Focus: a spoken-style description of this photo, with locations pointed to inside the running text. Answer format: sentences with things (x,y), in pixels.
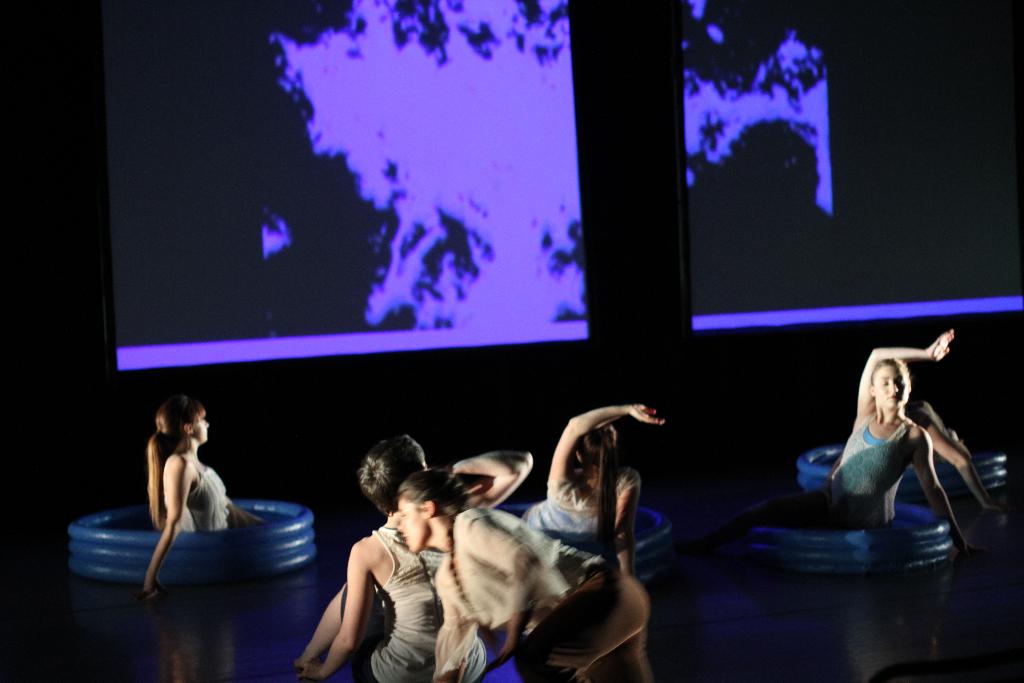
In this picture we can see a group of people (481,527) dancing on the stage (324,554). On the stage (734,484) there are inflatable objects (246,564). Behind the people (407,511) there are screens (427,165) and the dark background (13,149).
